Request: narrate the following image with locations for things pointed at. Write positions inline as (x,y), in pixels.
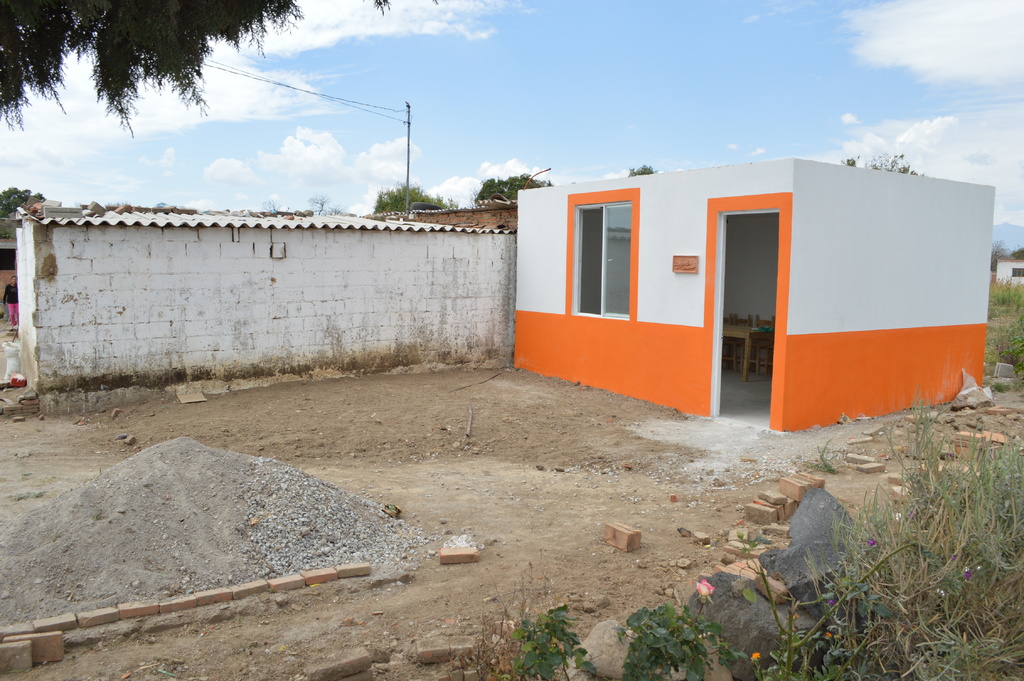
In this picture there is a shed (353,260) on the left side of the image (254,248) and there is a room (552,202) on the right side of the image (779,353) and there is a tree (201,76) at the top side of the image (172,68).
